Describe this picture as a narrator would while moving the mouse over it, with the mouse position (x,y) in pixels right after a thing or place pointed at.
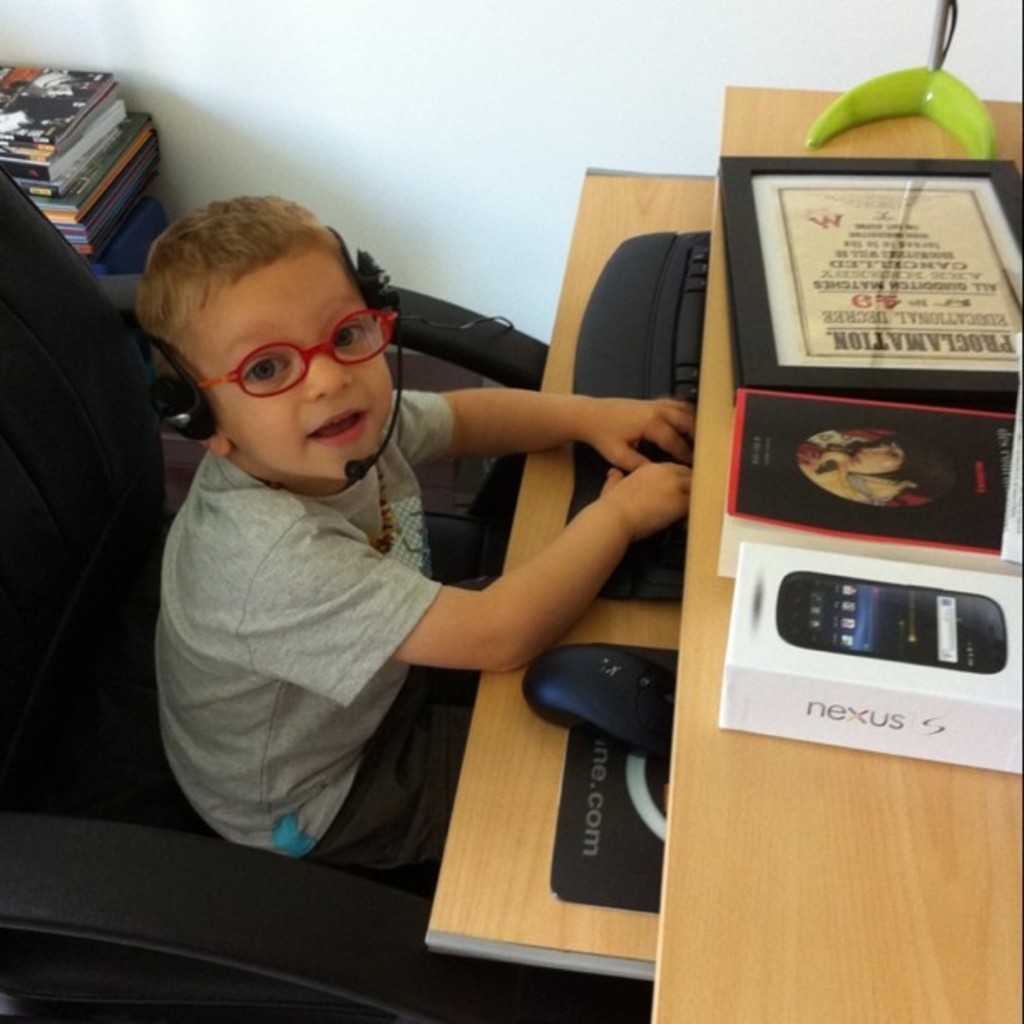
In this image we can see a child (242,459) wearing headsets (189,431) is sitting on the chair (37,367). we can see keyboard (647,362), mouse (560,716), photo frame (768,226), book (908,531) and a mobile phone box (856,667) on the table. In the background of the image (55,146) we can see few books (58,178) placed.
